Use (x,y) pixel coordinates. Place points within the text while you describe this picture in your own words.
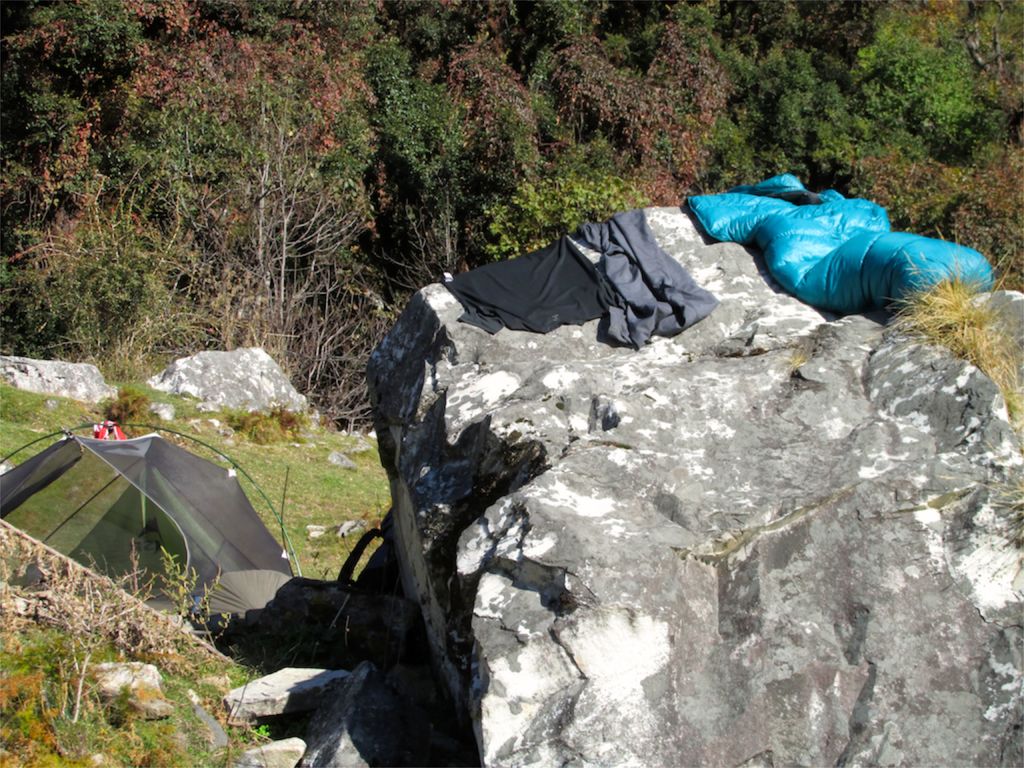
In this image we can see trees (271,140), ground (347,492), stones (317,528), rocks (733,392), plants (202,625) and tents (132,489).
